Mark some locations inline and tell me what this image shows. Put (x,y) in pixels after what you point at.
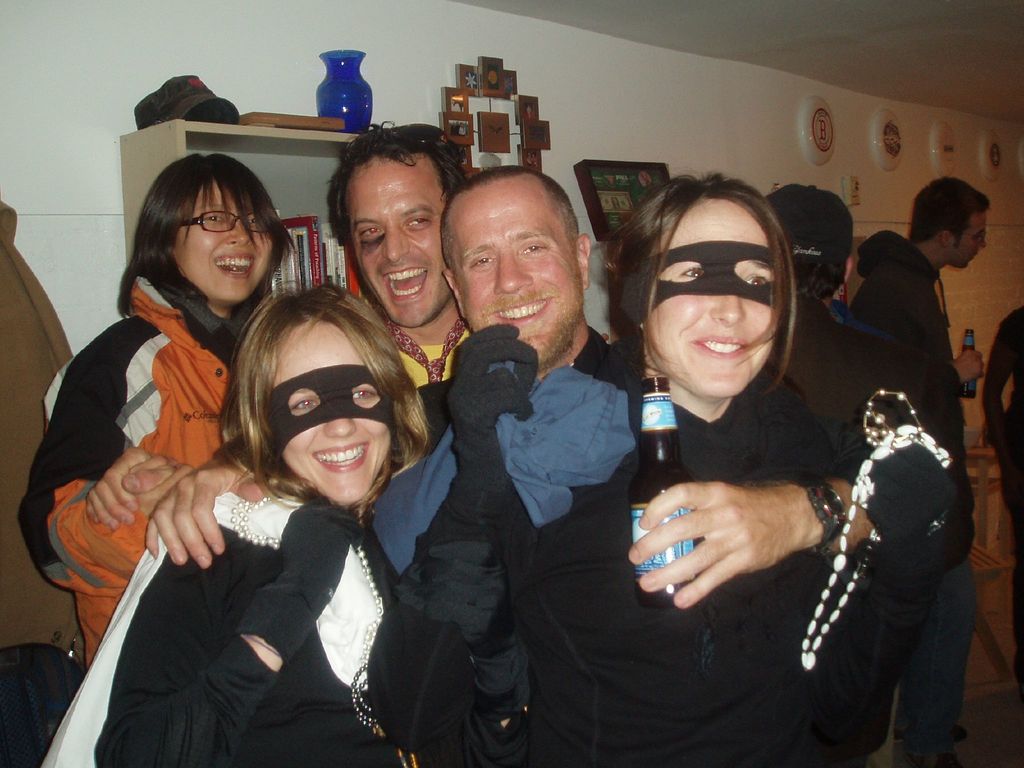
This picture describes about group of people (492,400), few people (492,400) wore costumes (492,400) and few people (748,433) holding bottles (971,347), in the background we can see few books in the rack (339,242), and also we can see few frames (461,81) on the wall (684,75).
